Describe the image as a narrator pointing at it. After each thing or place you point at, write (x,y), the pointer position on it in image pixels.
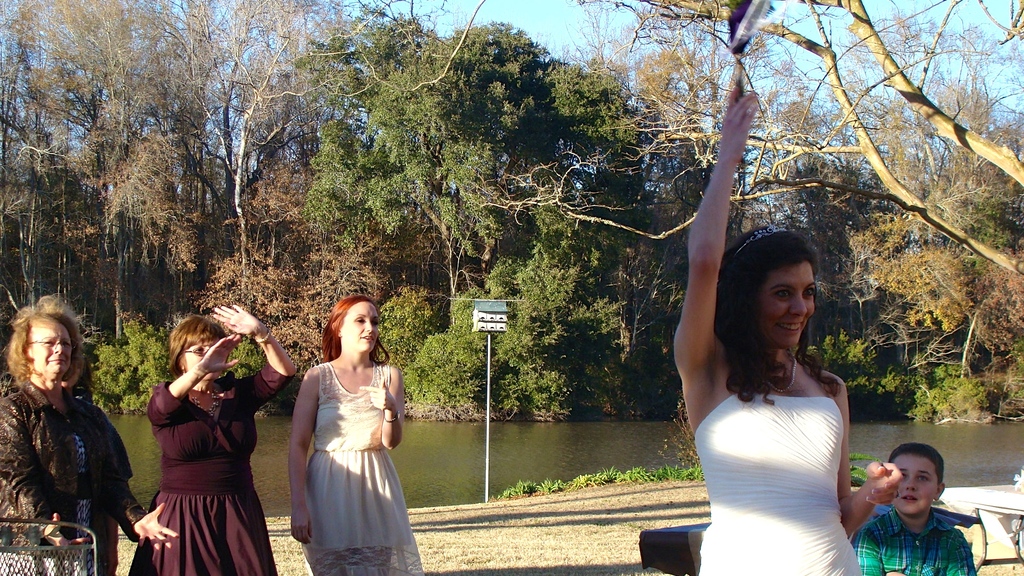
In this image, we can see persons (709,332) wearing clothes (274,376). There is a kid (909,474) in the bottom right of the image (919,536). There are some trees (655,197) beside the lake (568,445). There is a pole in the middle of the image (490,343). There is a sky (534,15) at the top of the image (534,27).
